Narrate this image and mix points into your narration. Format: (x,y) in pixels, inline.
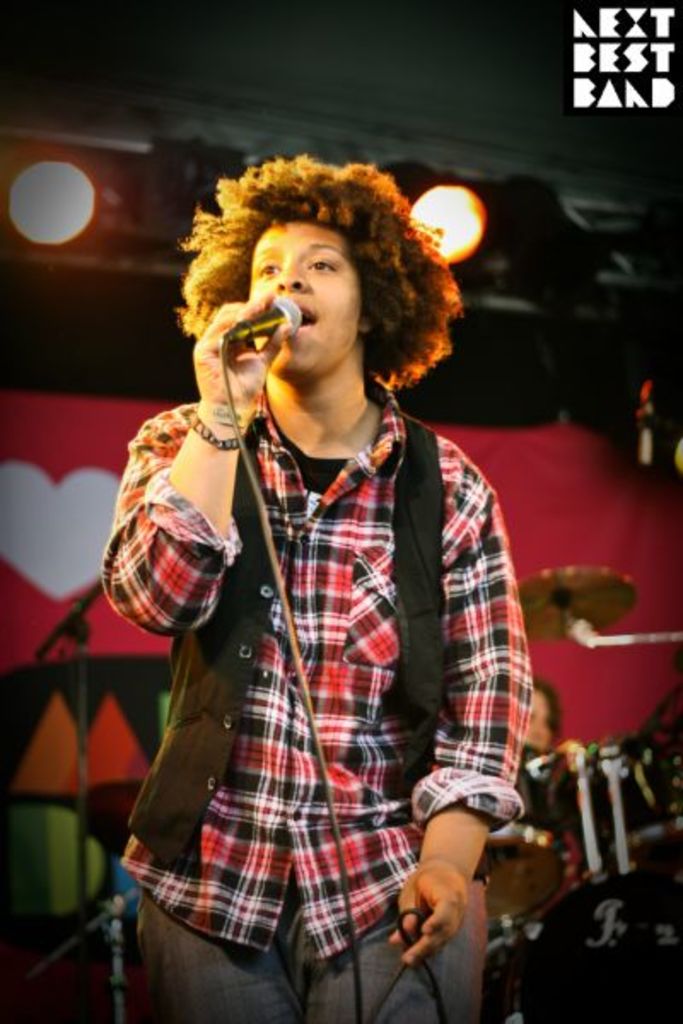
In this picture, we can see a person (358,440) holding a microphone (298,314) and in the background (682,970), we can see some musical instruments (560,588) and we can see a person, lights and some objects (120,438).
